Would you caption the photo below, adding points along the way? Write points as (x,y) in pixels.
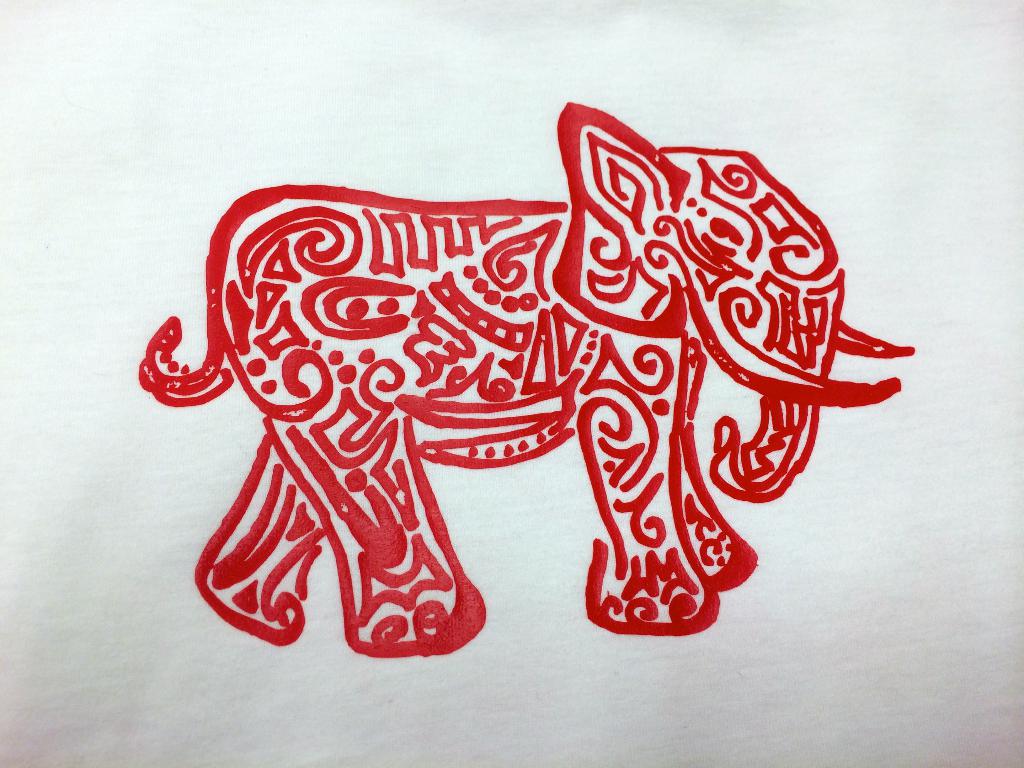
Here I can see a drawing (485,436) of an elephant (276,350) in red color. The background (440,117) is in white color.
